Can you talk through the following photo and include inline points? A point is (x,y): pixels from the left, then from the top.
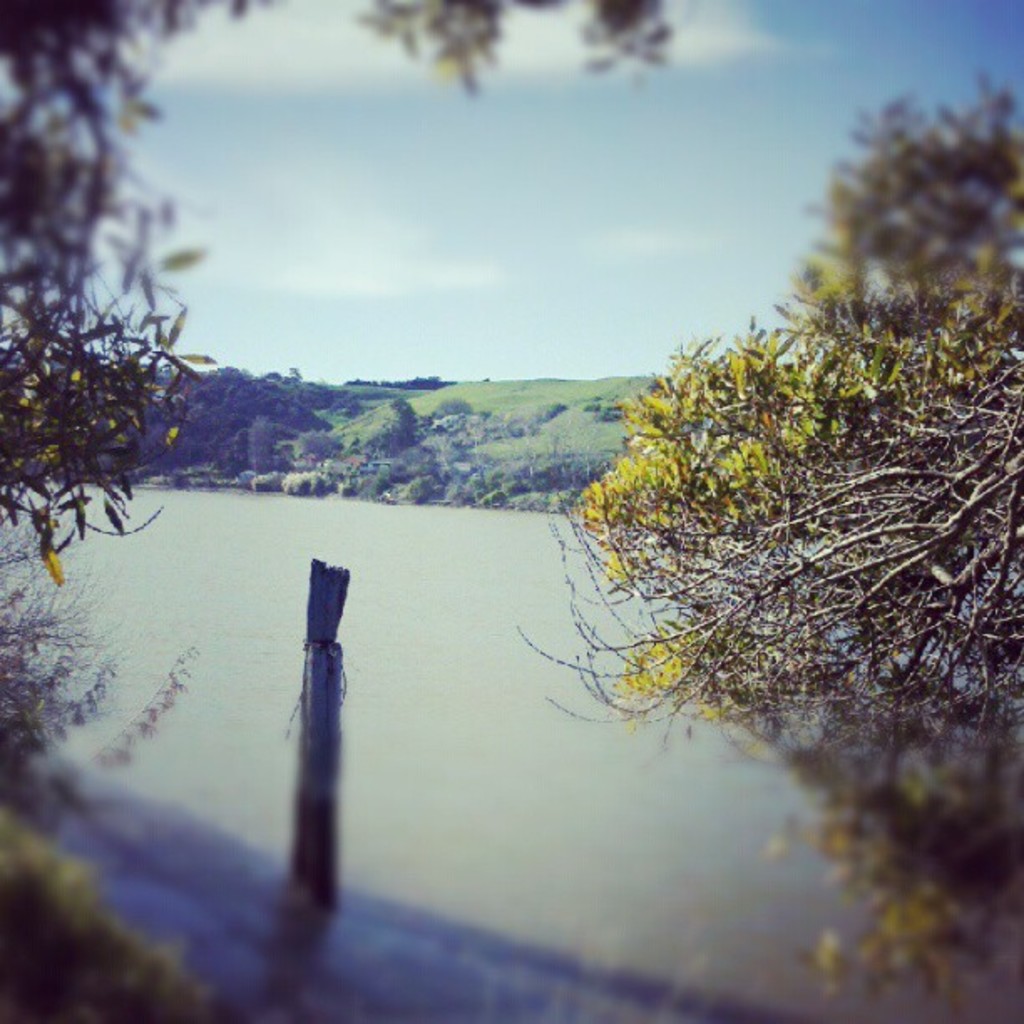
In this picture we can see a river (189,545). In the background (322,414) we can see the grass (640,383), mountain (630,383) and houses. At the top (447,180) we can see sky (336,126) and clouds (277,80). On the right (834,716) we can see trees (960,406).
